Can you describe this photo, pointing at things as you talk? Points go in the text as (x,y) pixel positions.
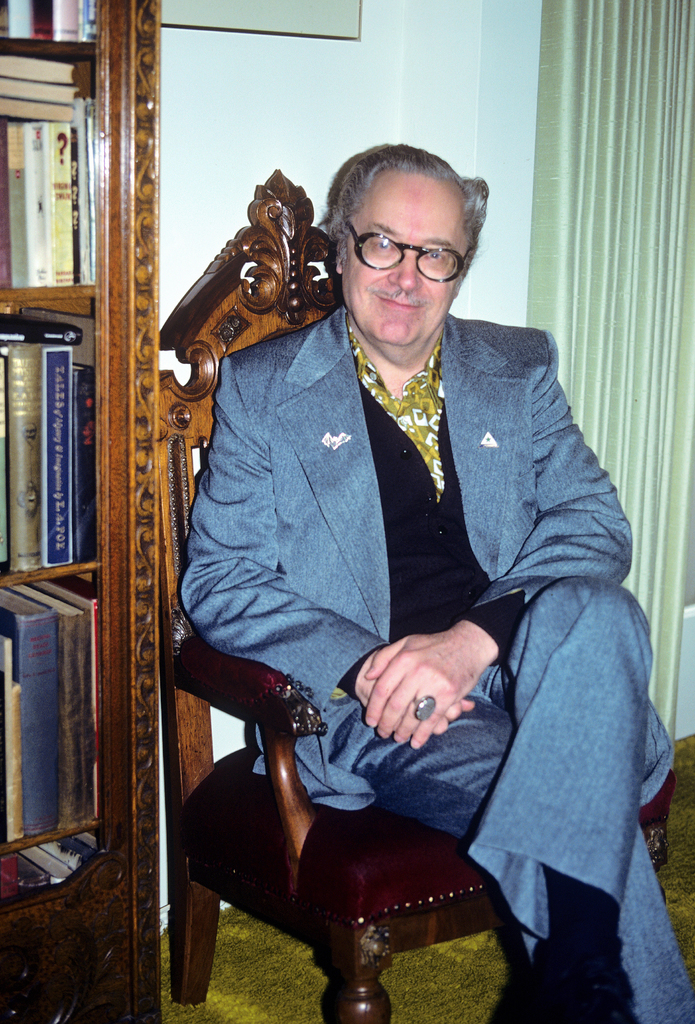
In this image, a old human (432,630) is sat on the chair (375,823). He is wearing glasses (447,268) and he is smiling. The background (621,316), we can see white wall (503,145) and pale green curtain (642,453). Left side (117,754), there is a big bookshelf (105,760) that is filled with a books (78,132). And top of the image (280,26), we can see some frame (310,37).
